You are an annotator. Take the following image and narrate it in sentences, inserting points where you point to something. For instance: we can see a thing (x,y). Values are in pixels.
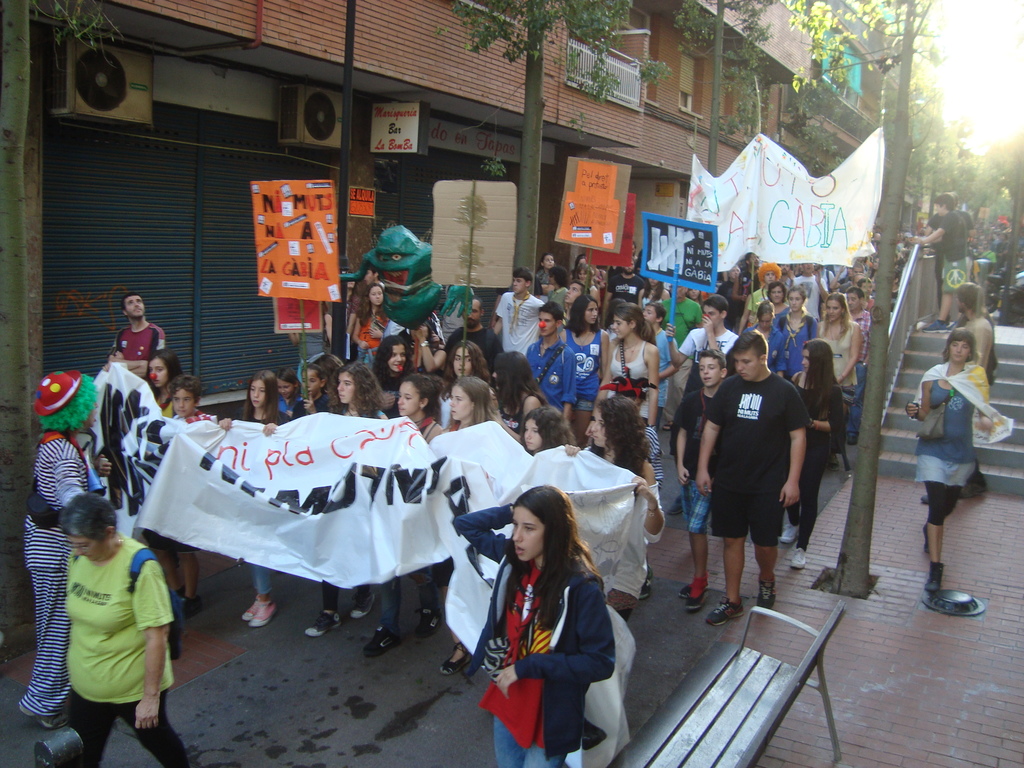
In this image in the front (392,426) there are group of persons (542,391) walking and there are banners (512,253) with some text (409,482) written on it. In the background (522,86) there are buildings (665,89), trees (815,98) and there are AC outdoor units (283,117). There is a staircase (1017,373) and in the front (724,739) there is an empty bench (723,734).
